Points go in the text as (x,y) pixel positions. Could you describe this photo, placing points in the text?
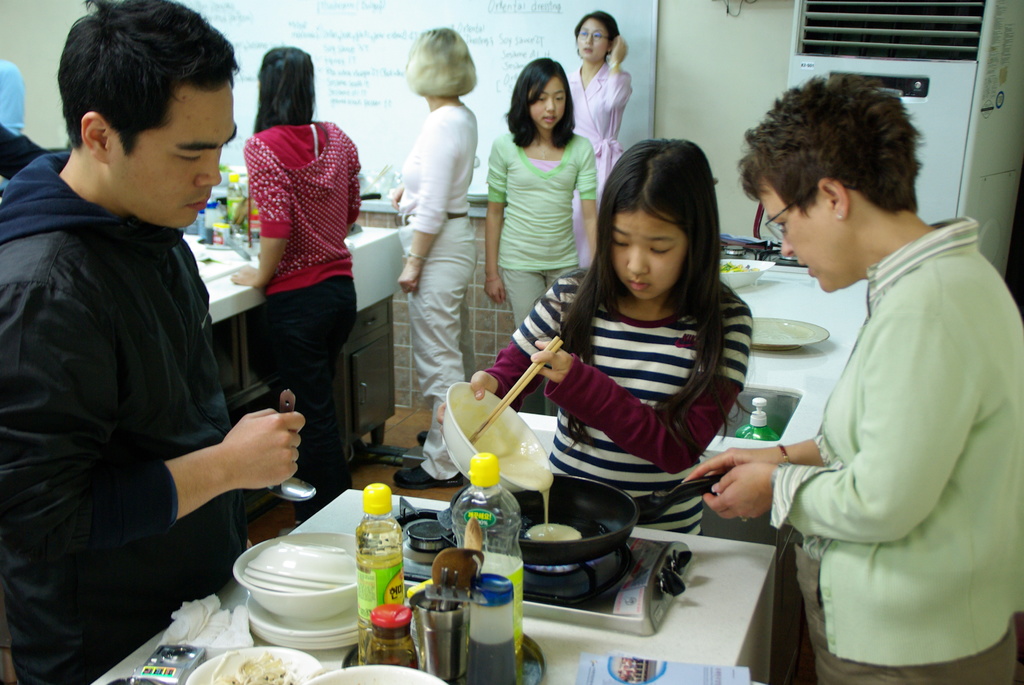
This image is clicked inside a room (700,72). There is a whiteboard (480,156) at the top (381,107). There are so many persons (114,165) in the middle (474,391). There are countertops (555,641). On that there are bowls (333,556), plates (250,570), stove (680,556), bottles (466,522).
